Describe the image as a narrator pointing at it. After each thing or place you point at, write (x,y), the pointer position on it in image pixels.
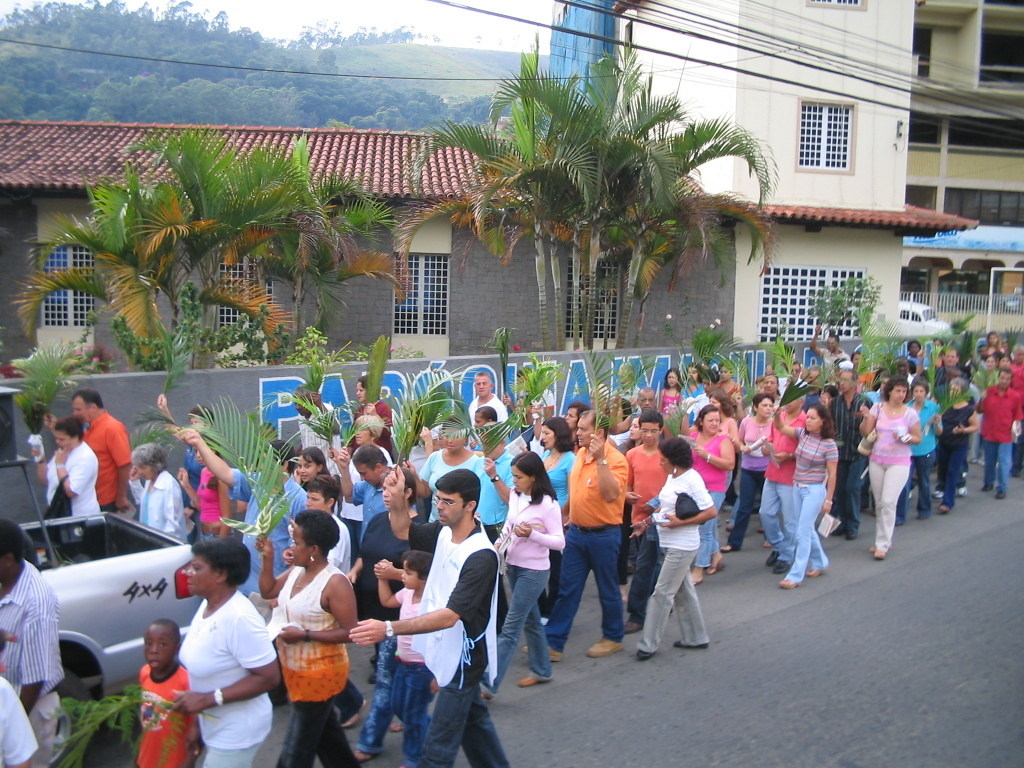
In this picture we can see a few people (775,561) holding objects (278,632) in their hands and are visible on the road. We can see a few vehicles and the text (263,392) on the compound wall (329,393). There is some fencing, trees (849,290), plants (310,356), buildings (387,156), wires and other objects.
